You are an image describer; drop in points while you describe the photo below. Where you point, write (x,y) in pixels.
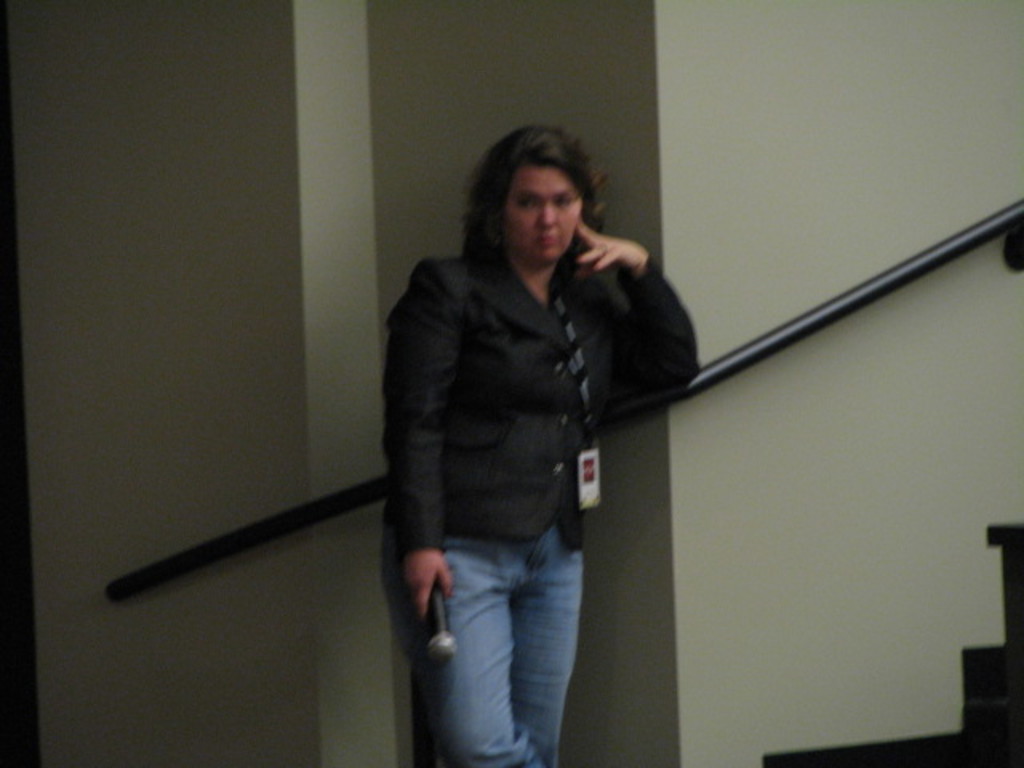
In the image we can see there is a woman (415,427) standing and holding mic (433,598) in her hand (420,576). She is wearing id card (595,477) in her neck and she is standing near the stairs (999,670). There is an iron rod (866,305) attached to the wall (923,346).
